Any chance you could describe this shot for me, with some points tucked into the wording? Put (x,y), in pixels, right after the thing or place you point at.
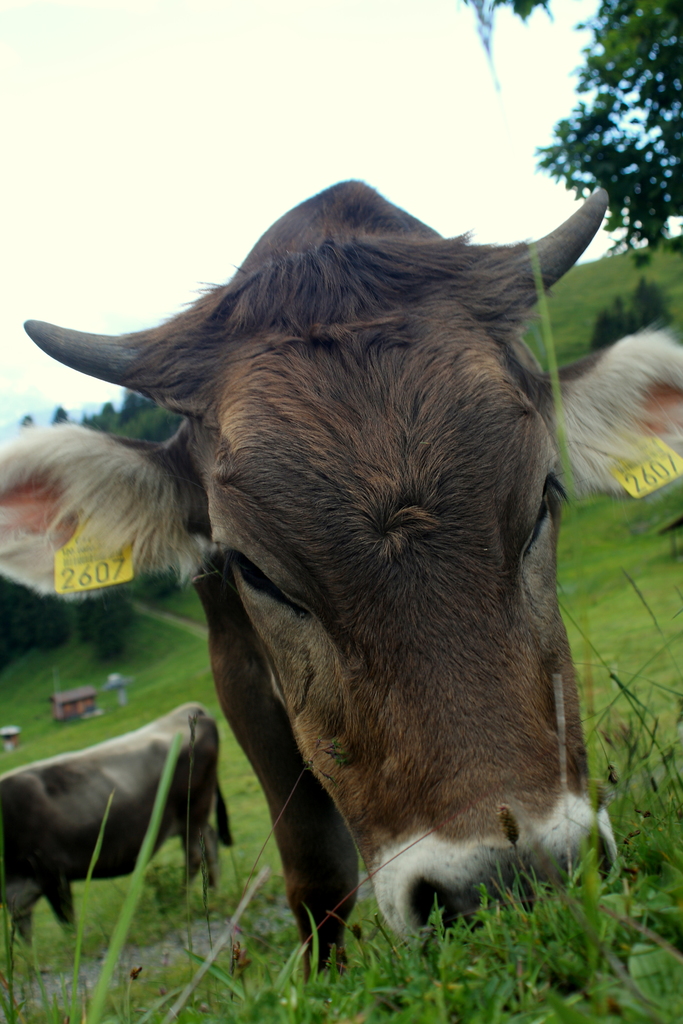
In this picture we can see two cows (53,830) standing, a cow (382,761) in the front (404,745) is eating something, at the bottom (515,942) there is grass (491,946), we can see a sticker (101,569) pasted here, at the right top (631,83) we can see a tree (639,78), there is sky (329,81) at the top of the picture (137,92).
